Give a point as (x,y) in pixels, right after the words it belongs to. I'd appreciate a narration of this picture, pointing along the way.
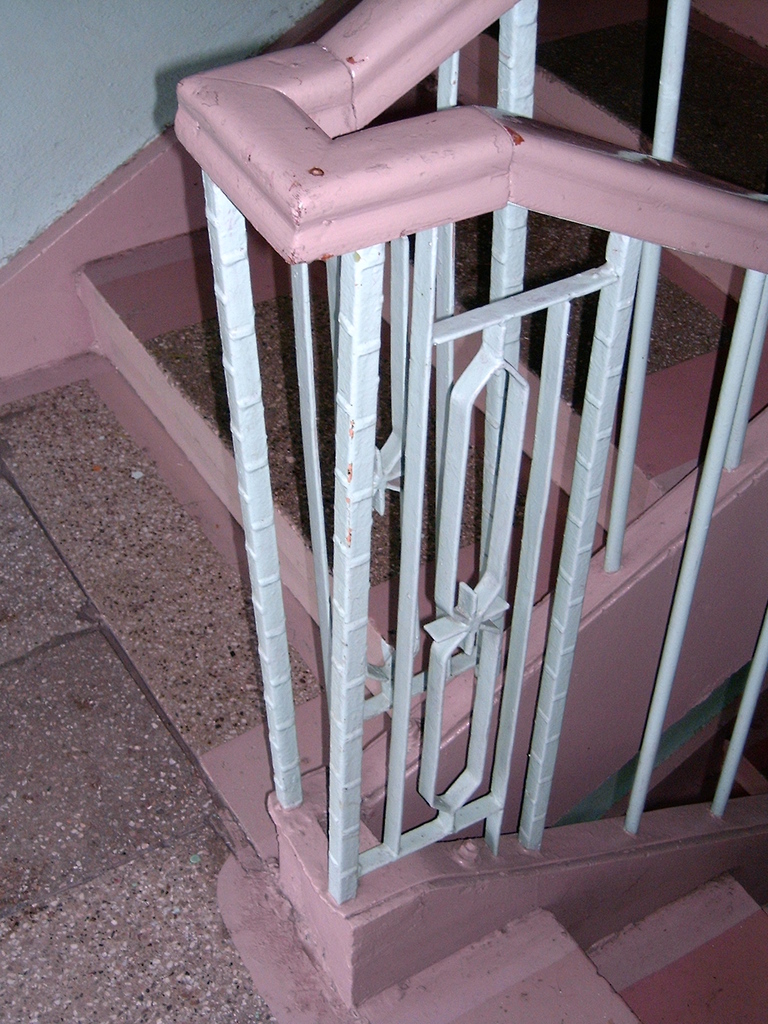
In this image there are steps (655,936). Beside the steps (197,360) there is a railing (598,492). In the top left (107,73) there is a wall (86,98).
